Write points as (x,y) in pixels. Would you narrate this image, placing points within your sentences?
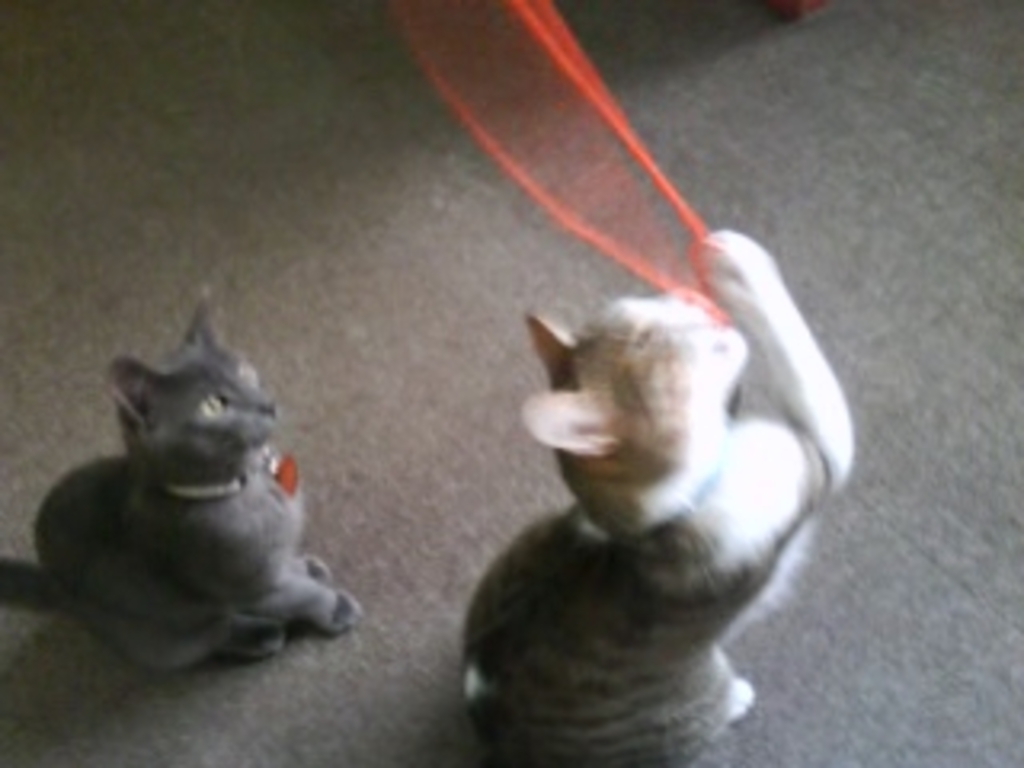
In the image there are two cats (573,409) sitting on the mat floor (470,352) playing.
